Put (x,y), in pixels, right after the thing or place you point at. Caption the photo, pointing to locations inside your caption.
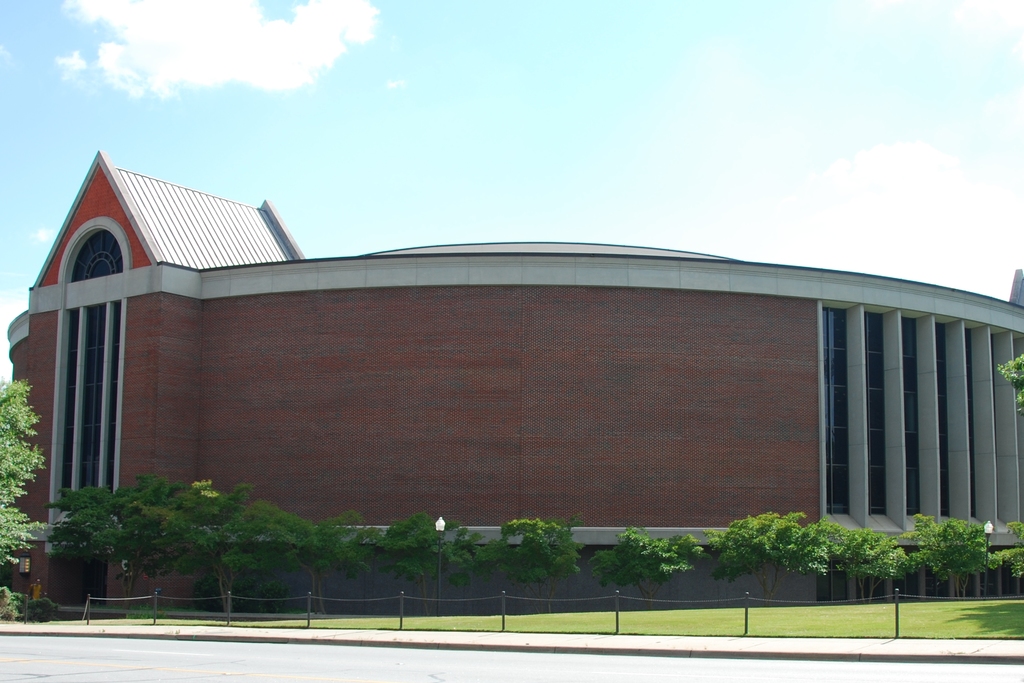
At the bottom of the picture (78,670), we see the road (452,670). In the middle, we see the fence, grass (498,623), trees (77,549) and a street light (440,565). There are trees (6,546) and a building (529,306) in the background (1005,408). At the top (490,103), we see the sky (490,103) and the clouds (200,64).
